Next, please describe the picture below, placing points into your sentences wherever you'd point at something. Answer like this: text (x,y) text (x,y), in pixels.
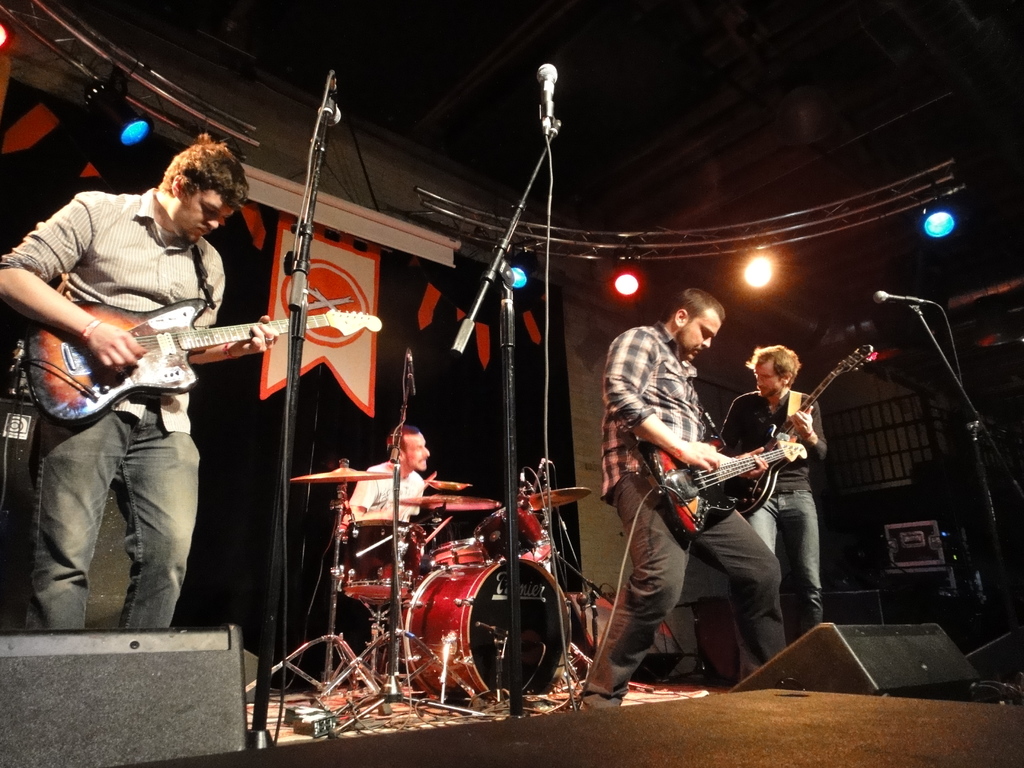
in this picture we can see lights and a banner (343,350). We can see three persons (159,451) standing in front of a mike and playing guitar (240,327). We can see one man (410,490) is sitting and playing drums (462,625). This is a platform (629,723).
